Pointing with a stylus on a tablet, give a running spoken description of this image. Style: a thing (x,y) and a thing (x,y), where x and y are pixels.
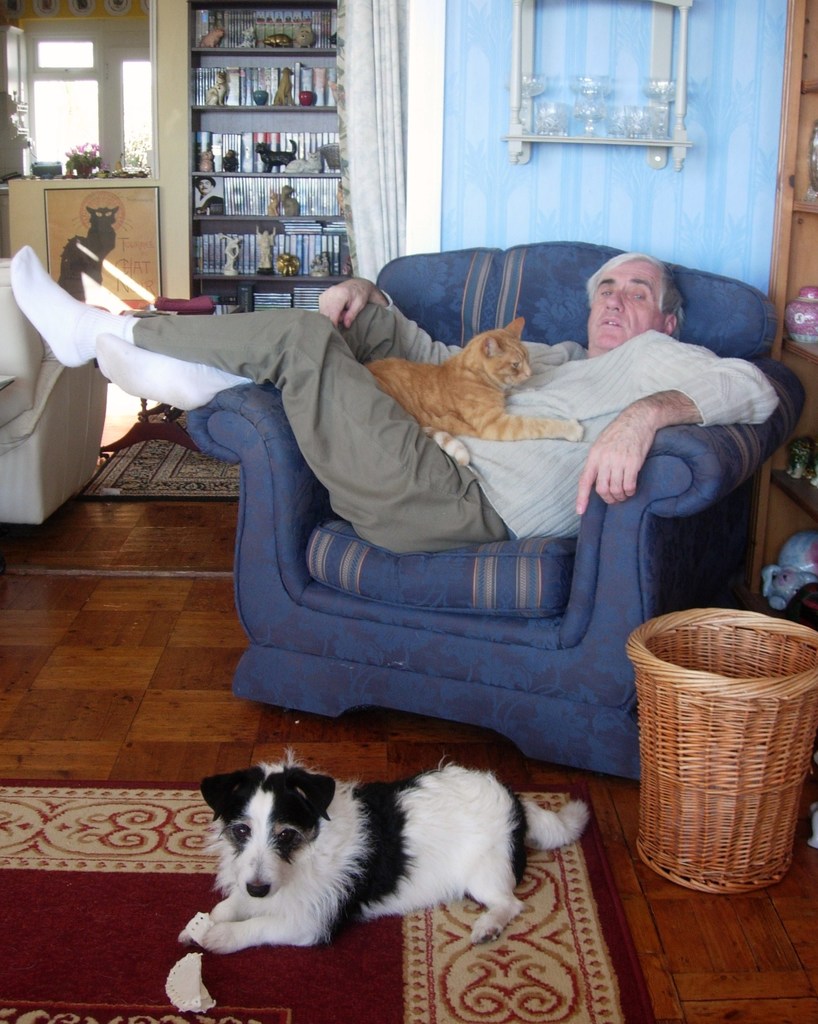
In this image we can see a person (403,441) sitting on a sofa chair (543,592). On the person (432,447) there is a cat (468,384). On the floor (163,587) there are carpets (158,480). On the carpet (188,871) there is a dog (251,882). Near to that there is a wooden basket (654,739). Also there is a wall (533,113) with an object (590,90). Also we can see a cupboard (799,216) with some items (812,550). In the background (405,141) there is curtain (377,131). Also there is a cupboard (312,131) with statues (273,206) of some items (282,154) and some other objects (308,193). In the background (90,123) we can see glass walls (98,89). Also there is a wall (158,151) with a photo frame (134,216).
